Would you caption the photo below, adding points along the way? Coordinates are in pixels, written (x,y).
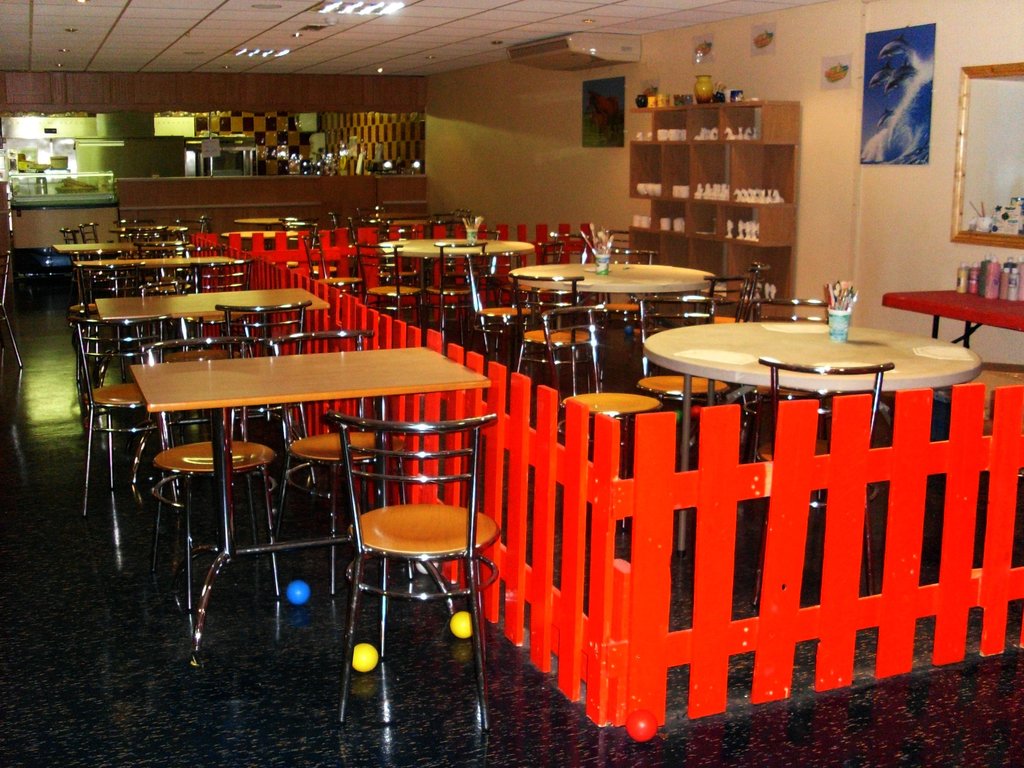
This picture is clicked inside the room (29,510). In the center (357,450) we can see the chairs (189,280), tables (201,257) and some objects (595,254) placed on the top of the tables (923,369) and we can see the bottles (989,269), wall mounted mirror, posters (898,98) attached to the wall (643,53), air conditioner (583,49), roof ceiling lights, platform (210,190) and cabinet (666,177) containing some objects (713,96) and we can see some red planks (611,506), balls (300,590) and many other objects (176,125).
